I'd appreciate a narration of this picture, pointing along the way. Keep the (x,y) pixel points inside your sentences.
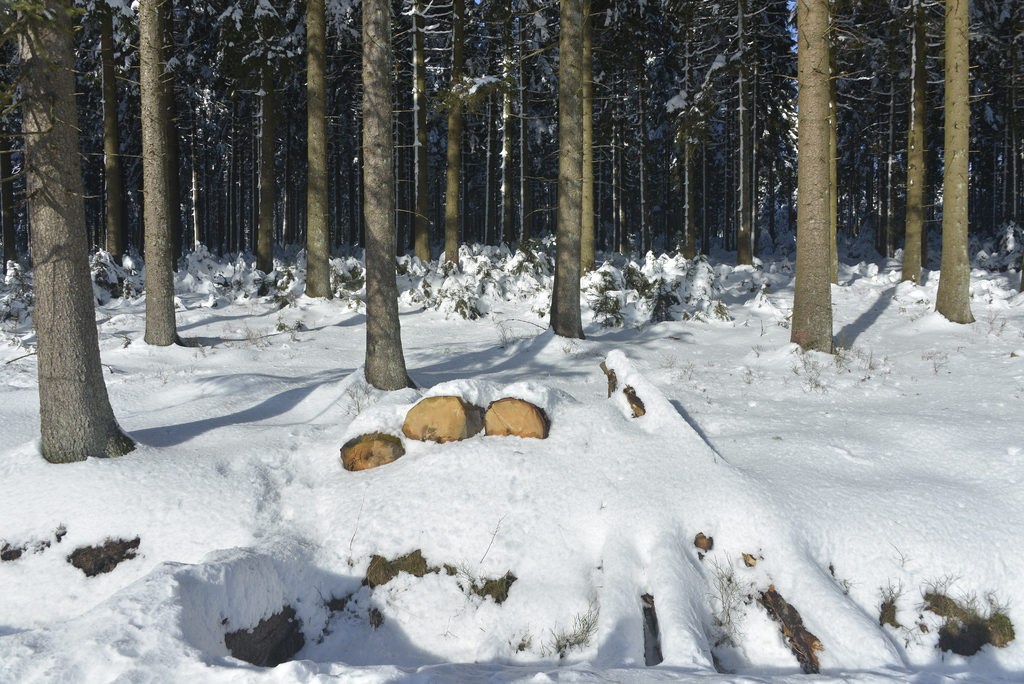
In this image, we can see trees (475,65), plants (1018,239) and wooden logs (423,421) are covered with snow (481,554).
